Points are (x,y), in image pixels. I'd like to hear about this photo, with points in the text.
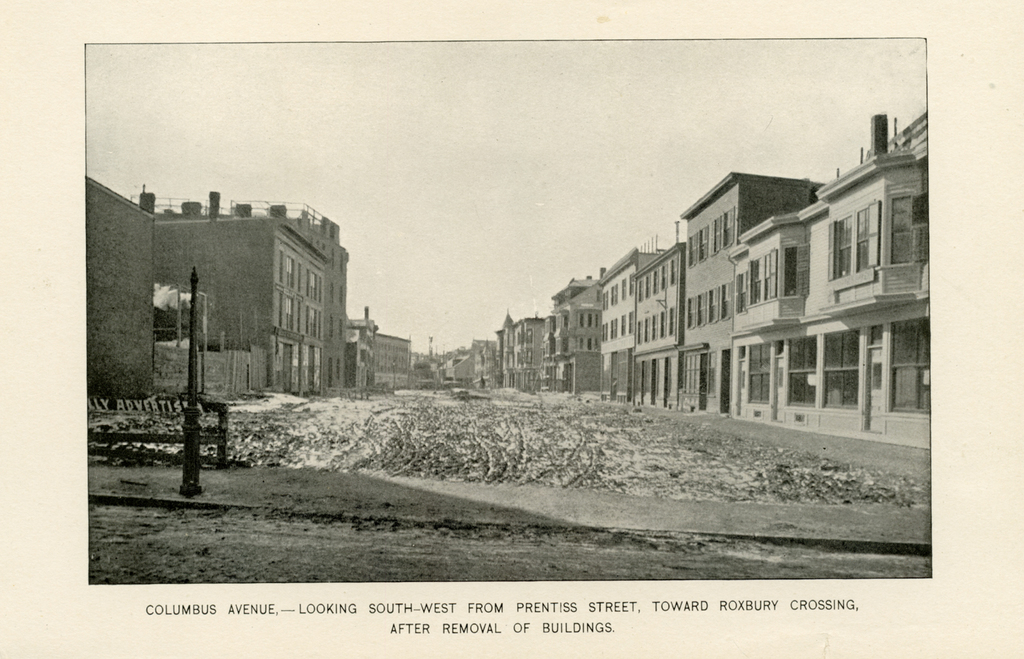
In this picture I can see in the middle (572,408) there is the road (549,439), there are buildings (529,385) on either side, at the bottom (524,628) there is the text (498,606). At the top (576,180) there is the sky (634,183), this image is in black and white color.
